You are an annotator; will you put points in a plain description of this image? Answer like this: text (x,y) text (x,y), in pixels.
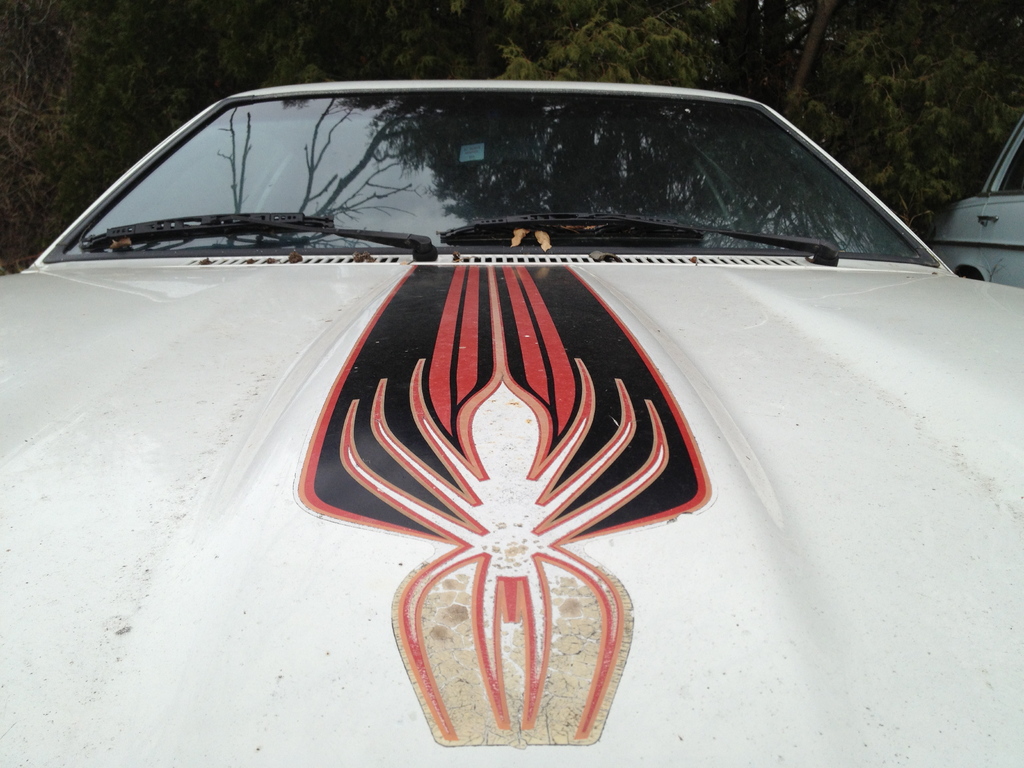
This image consists of a car (403,547). And there is a sticker (568,514) on the bonnet (392,627) of the car (324,633). The car (198,571) is in white color. In the background (107,106), there are trees (984,123).
